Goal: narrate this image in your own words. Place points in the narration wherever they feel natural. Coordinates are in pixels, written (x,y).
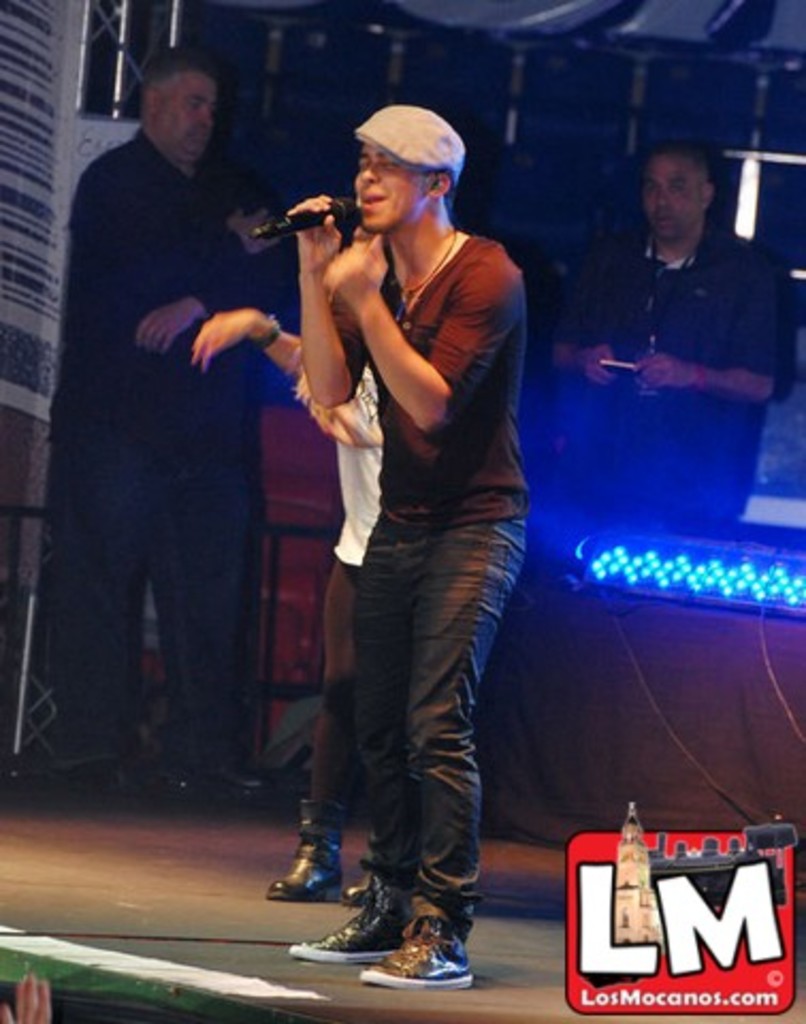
In this image we can see a man (432,459) is standing on the stage (256,971) and holding a mic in the hand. In the background (350,541) there are few persons (376,406), rods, lights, cables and objects (24,38). At the bottom (650,902) on the right side (678,885) corner there is a logo (709,892) and text (702,919) written on the image.
